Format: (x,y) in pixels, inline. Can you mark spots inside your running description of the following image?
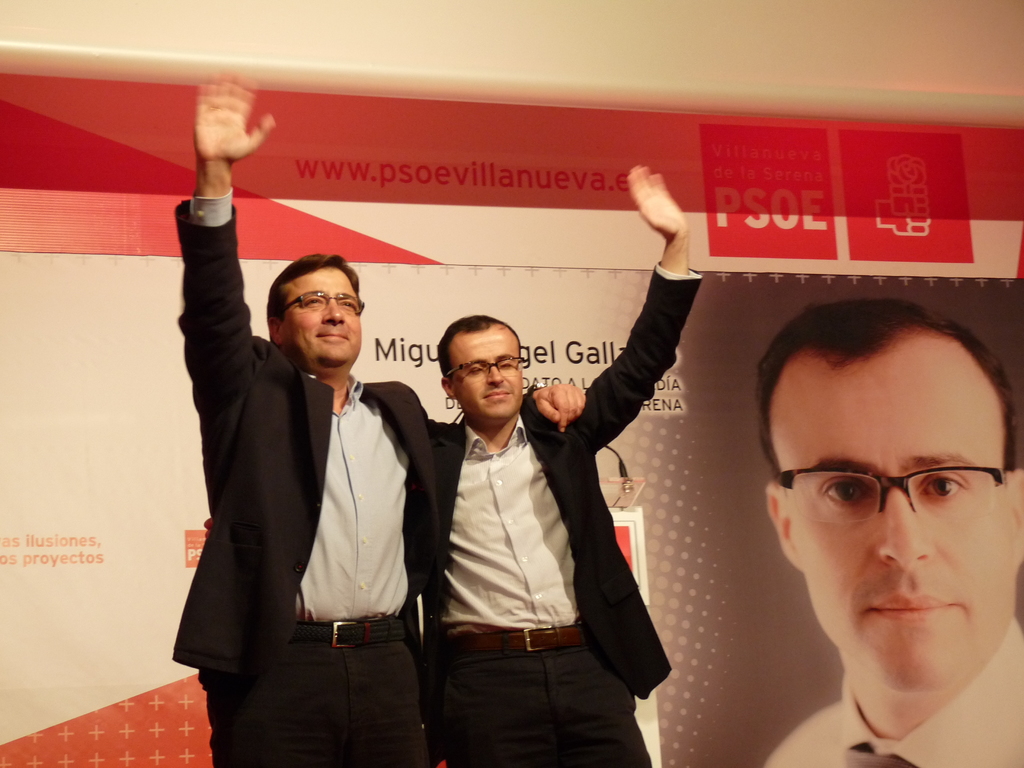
In the center of the picture (483,482) there are two men (460,725), behind them there is a banner (807,449).
